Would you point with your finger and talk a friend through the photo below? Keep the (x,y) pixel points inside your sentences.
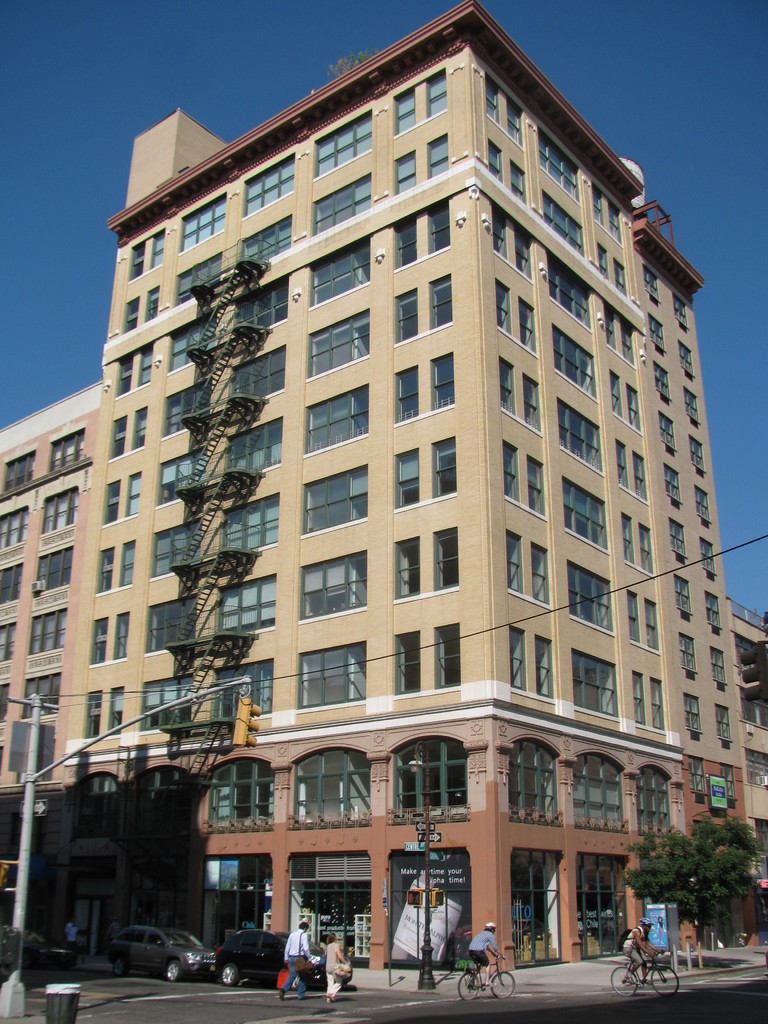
In this picture I can see the buildings (481,568). At the bottom (640,934) I can see some people (626,940) who are riding the bicycle (637,978). beside that I can see other people (331,941) who are walking on the road (366,1002). In front of them I can see the street lights (428,955), beside them I can see the cars (168,965) which are near to the building (215,944). At the top (225,52) I can see the sky (155,36). On the left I can see the electric pole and wires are connected to it.
